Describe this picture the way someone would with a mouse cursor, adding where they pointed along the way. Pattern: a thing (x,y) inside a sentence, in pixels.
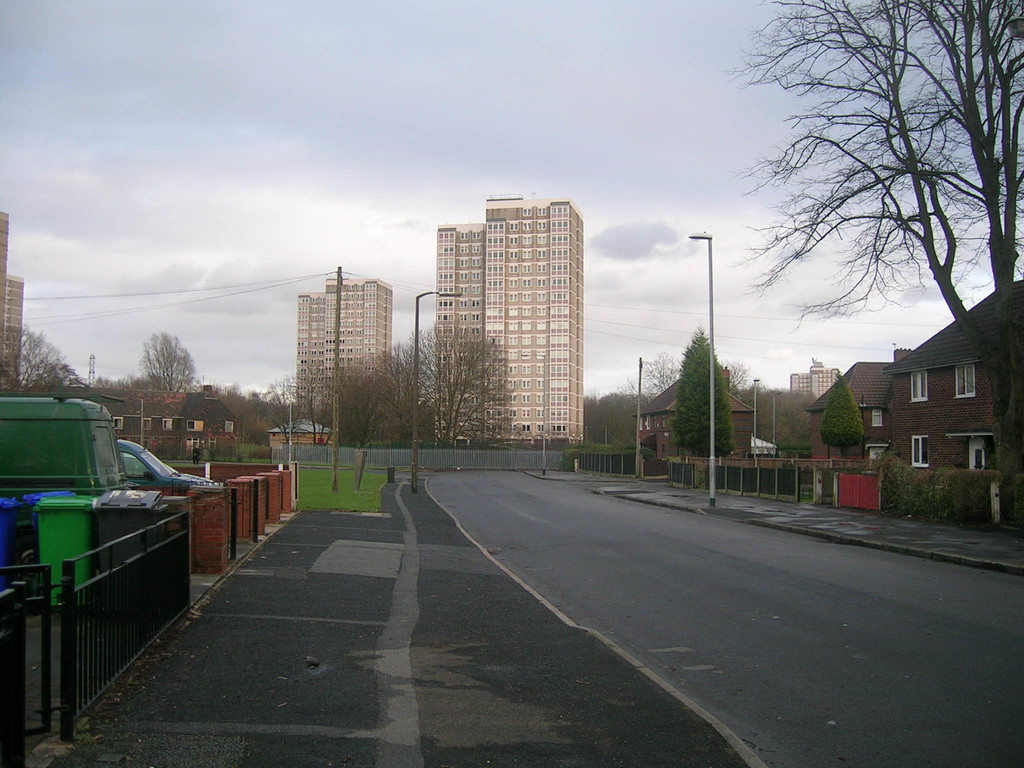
On the left side of the image (79,486) we can see vehicles (147,472) parked on the ground (243,544), barricade (156,626), trash bins (120,551) on the ground (417,523). In the center of the image (637,410) we can see the poles (711,464) with cables (109,294). In the background (943,423), we can see a group of buildings (945,409) with windows (456,359), a group of trees (445,378), fence (811,462) and the cloudy sky (607,191).
